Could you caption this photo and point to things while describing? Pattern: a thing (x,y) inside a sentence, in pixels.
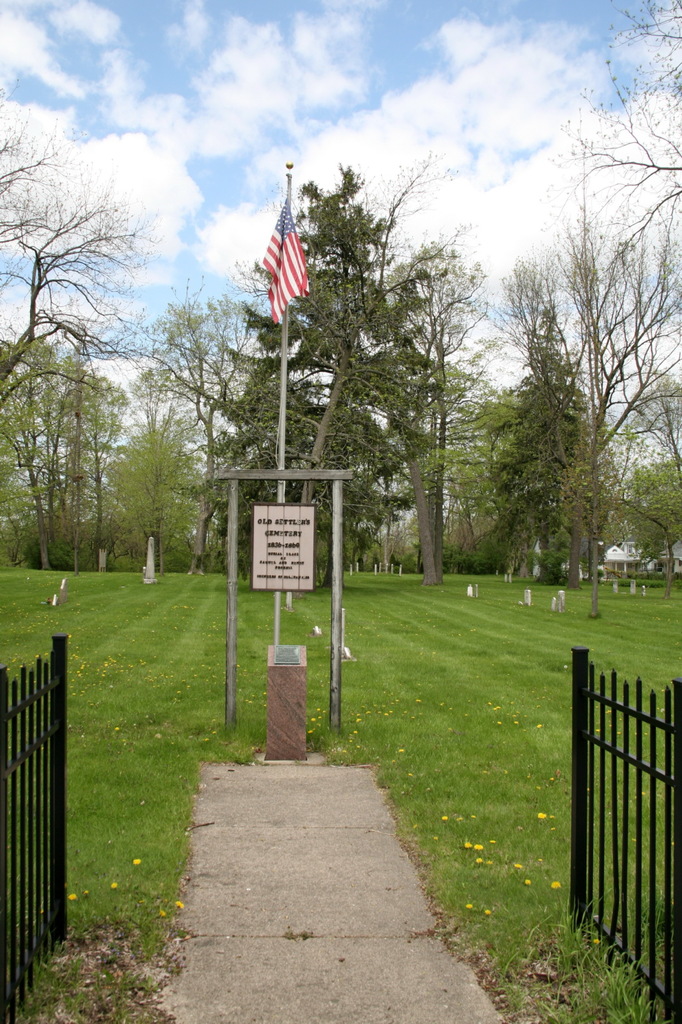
In this image we can see there are some trees (77,440), poles (233,570), fence (58,861), grass (259,599) and a flag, also we can see a board (262,587) with some text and a building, in the background (282,112) we can see the sky (275,110) with clouds (292,94).
